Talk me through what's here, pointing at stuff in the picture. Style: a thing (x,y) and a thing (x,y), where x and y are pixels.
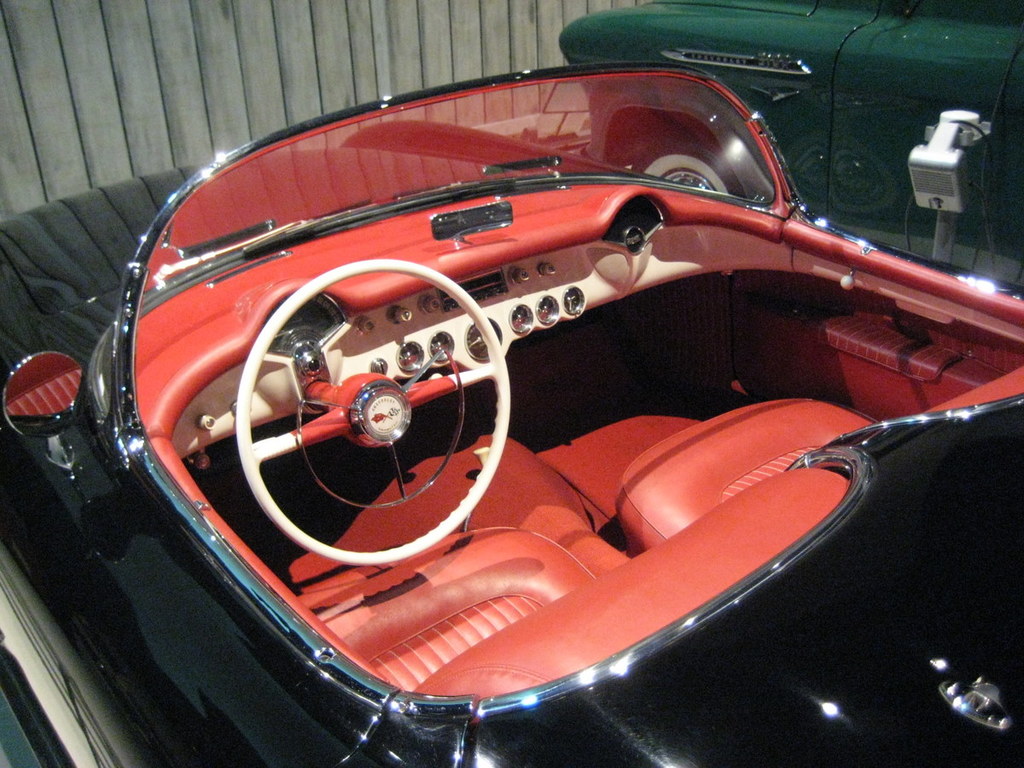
In this image, we can see a black car (468,187) and a green color car (844,89), in the background (28,113) there is a wooden wall (292,91).
